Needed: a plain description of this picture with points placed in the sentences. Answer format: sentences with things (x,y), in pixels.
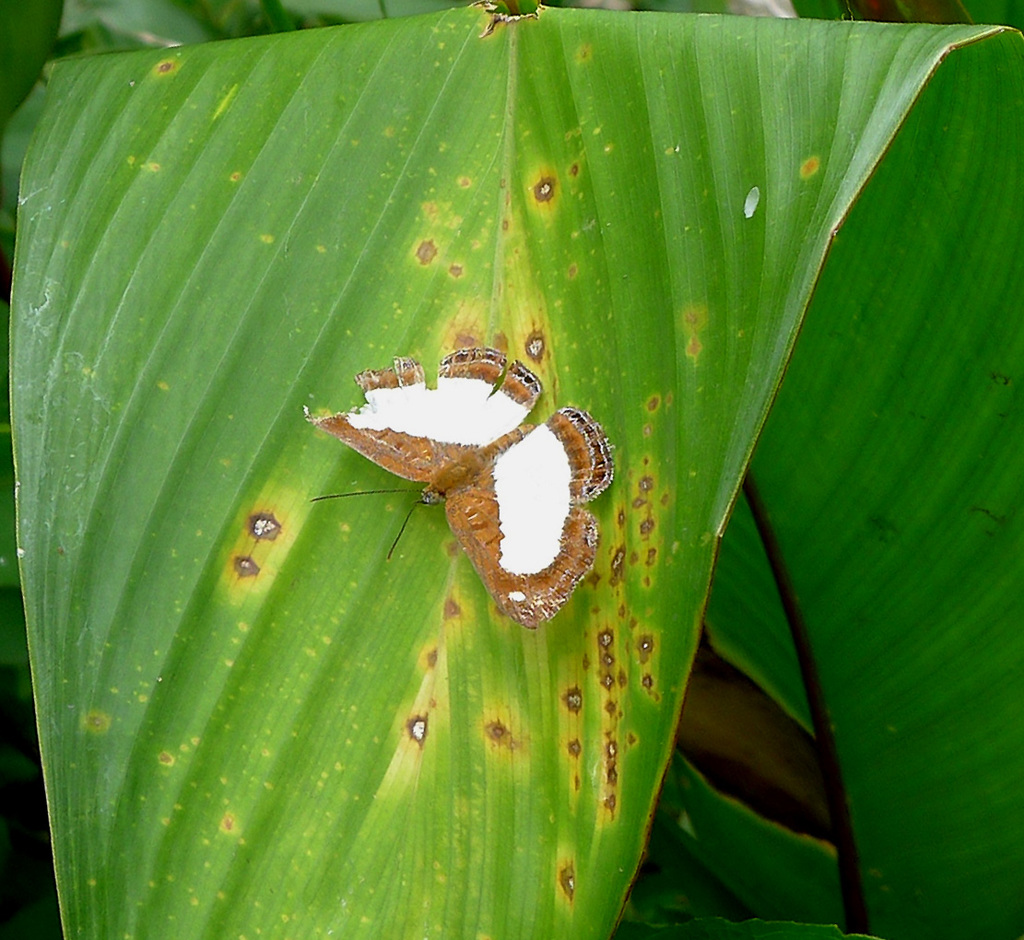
In this image there is a butterfly (454,510) on a leaf (577,168).
